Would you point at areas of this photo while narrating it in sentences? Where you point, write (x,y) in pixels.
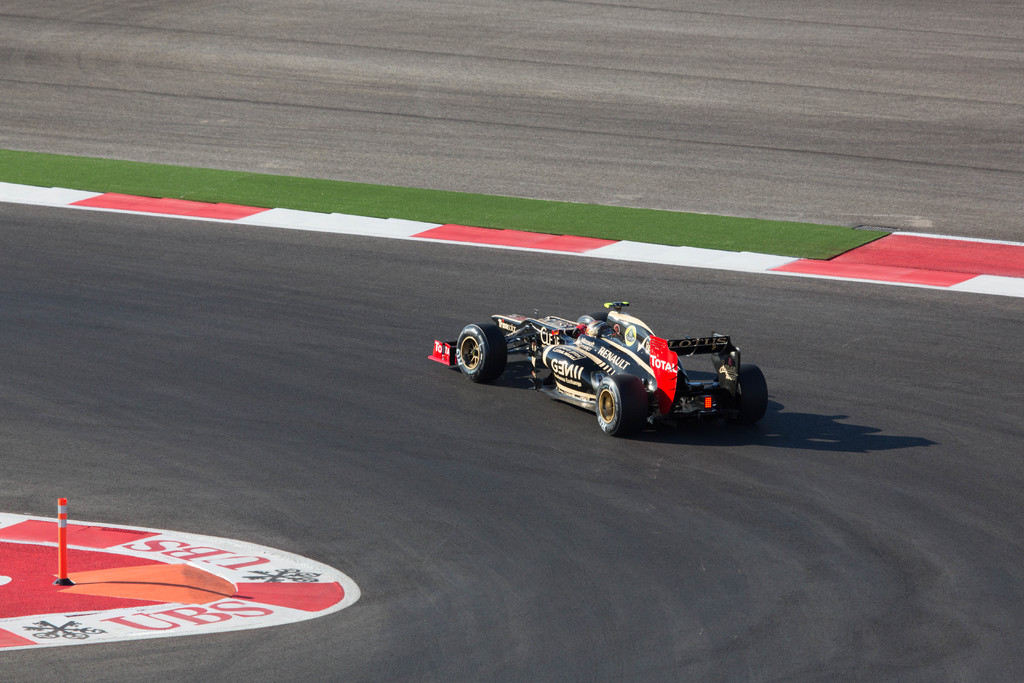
In this image there is a car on the road (613,273). On the left side of the image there is a safety pole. At the center of the image (667,235) there is grass (618,235) on the road (51,479).
